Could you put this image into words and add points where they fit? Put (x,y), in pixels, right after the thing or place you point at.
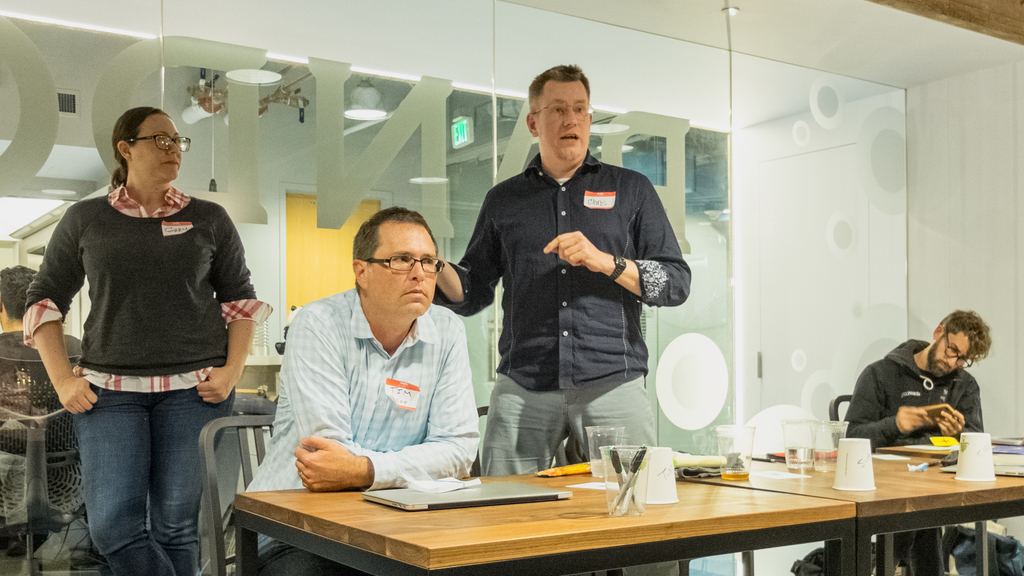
In this picture, we see five people (941,391). In front (731,507), we see tables (745,512) on which glass (620,492), marker (637,467), books (1011,454), laptop (386,492) are placed on it. Man (863,403) on the right corner of the picture (881,395) wearing black jacket (876,393) is holding mobile phone (939,420) in his hands (955,419). The man (623,396) in the middle of the picture (522,241) wearing blue shirt (537,286) is talking something. Behind him, we see a glass door (338,89) and behind that, we see a door (310,252) which is yellow in color.
